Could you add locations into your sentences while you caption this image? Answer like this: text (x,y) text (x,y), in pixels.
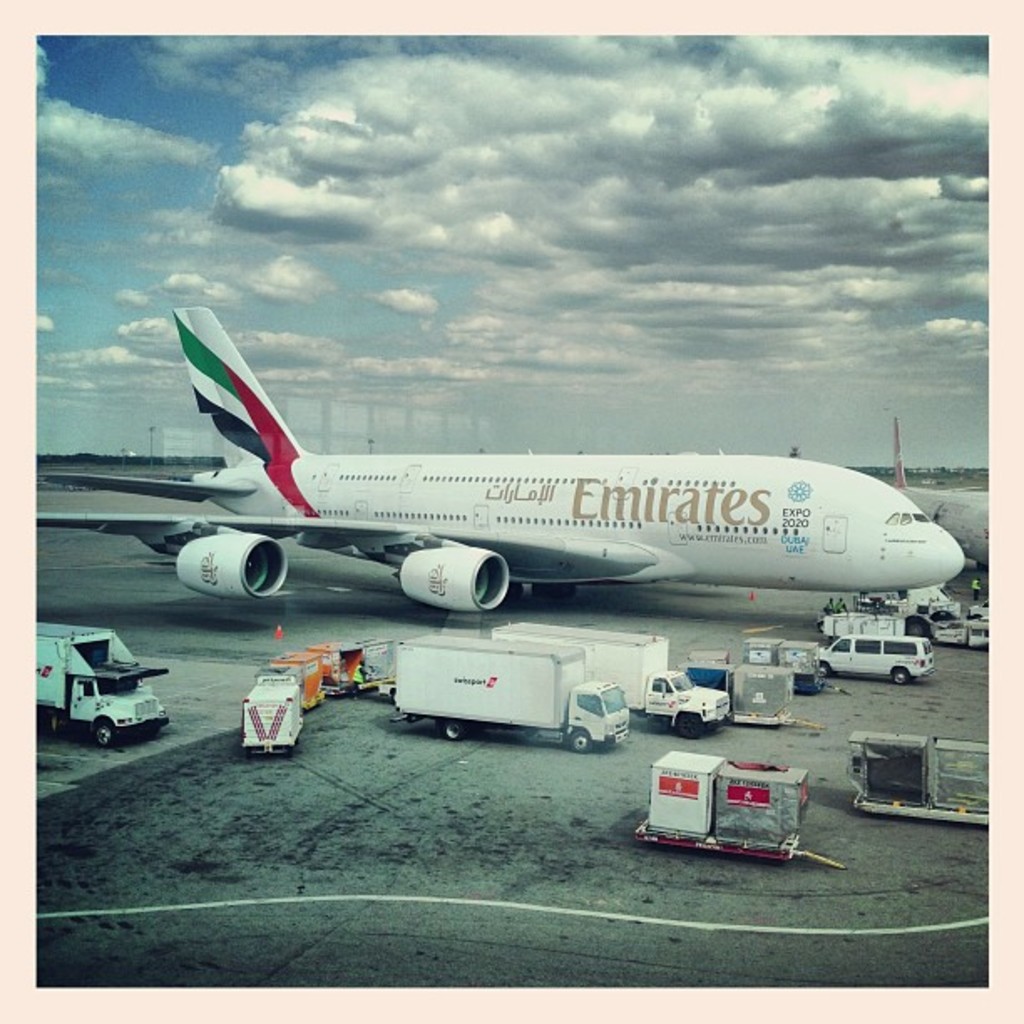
In this picture we can see an airplane (750,528), airplane tail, containers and vehicles (430,679) on the runway (801,913). In the background of the image (779,131) we can see the sky (505,300) with clouds (472,308).
